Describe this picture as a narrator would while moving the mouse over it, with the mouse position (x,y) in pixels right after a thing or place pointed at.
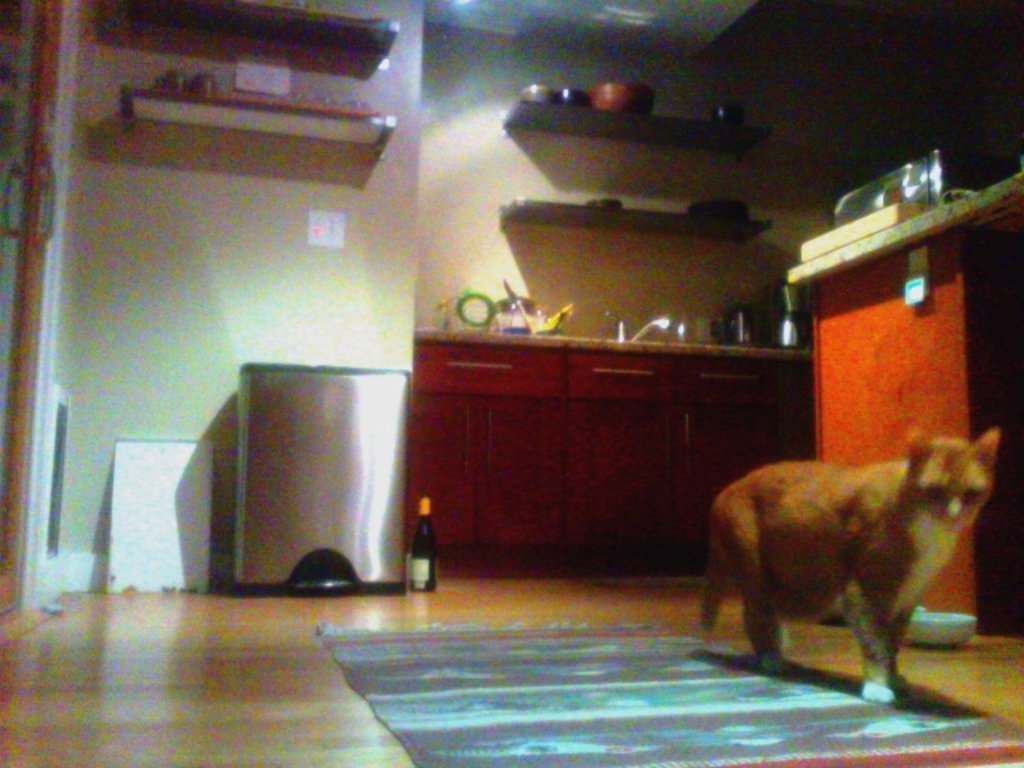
In this picture we can see a kitchen (483,601). Here we can see a trash bin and there is a bottle (417,543) near to it. This is a floor (263,695) and it's a carpet (655,705). Here we can see a cat (865,652). This is a bowl (950,626). On the background of the picture (209,243) we can see a platform (842,305), wall (394,257) and few bowls (600,202) on the shelves (584,209).
